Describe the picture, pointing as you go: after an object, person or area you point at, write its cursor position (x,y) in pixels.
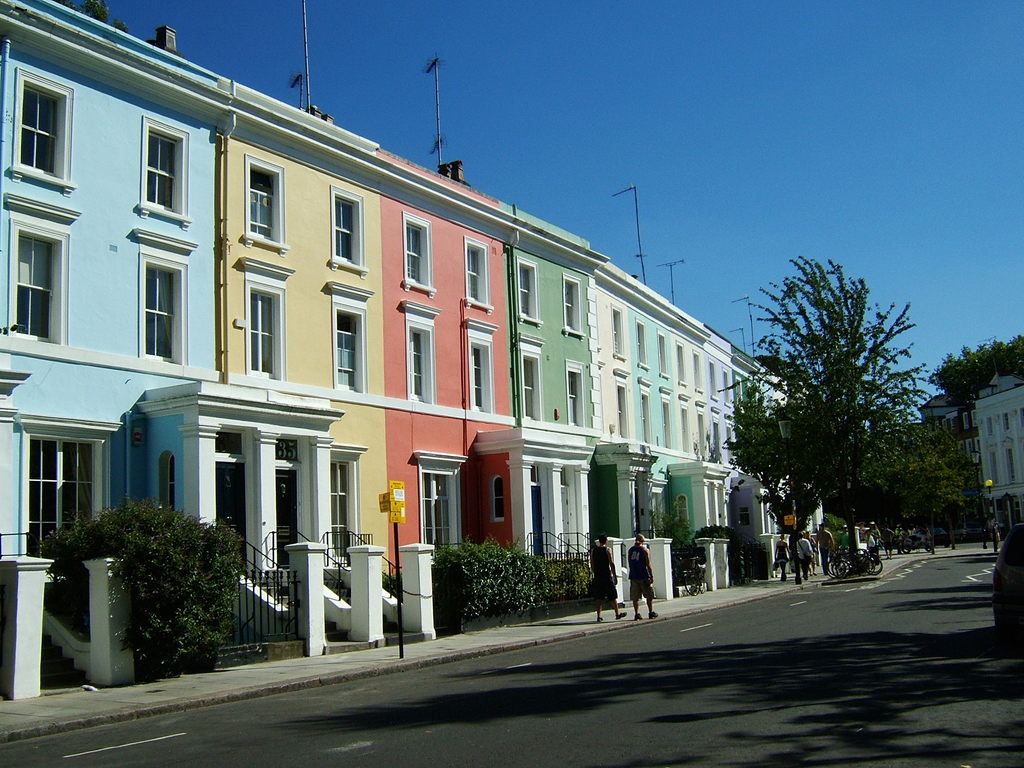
In this picture I can see vehicles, road (980,629), plants (488,549), there are group of people (819,536) standing, there are iron grilles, buildings (255,514), trees (855,359), there are boards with the poles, and in the background (855,240) there is sky (822,135).
